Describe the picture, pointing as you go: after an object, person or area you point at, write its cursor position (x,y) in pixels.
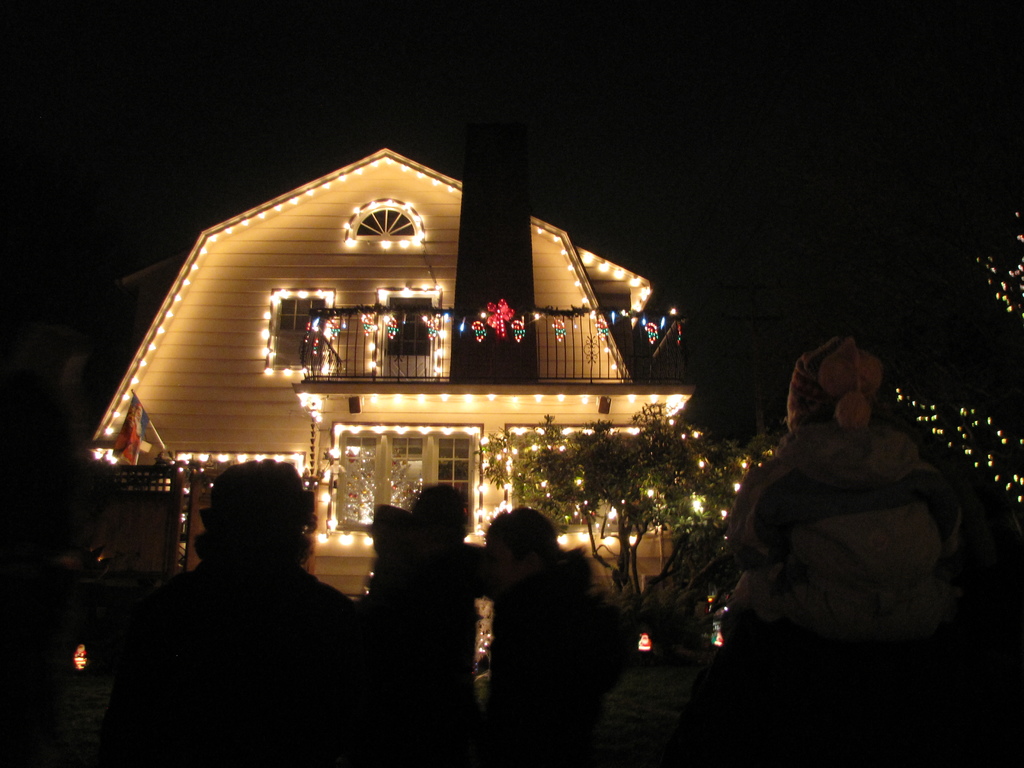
In this picture we can observe a building (291,365) decorated with lights (298,470). There are some people (532,611) standing in front of this building (399,486). The background (127,217) is completely dark.
